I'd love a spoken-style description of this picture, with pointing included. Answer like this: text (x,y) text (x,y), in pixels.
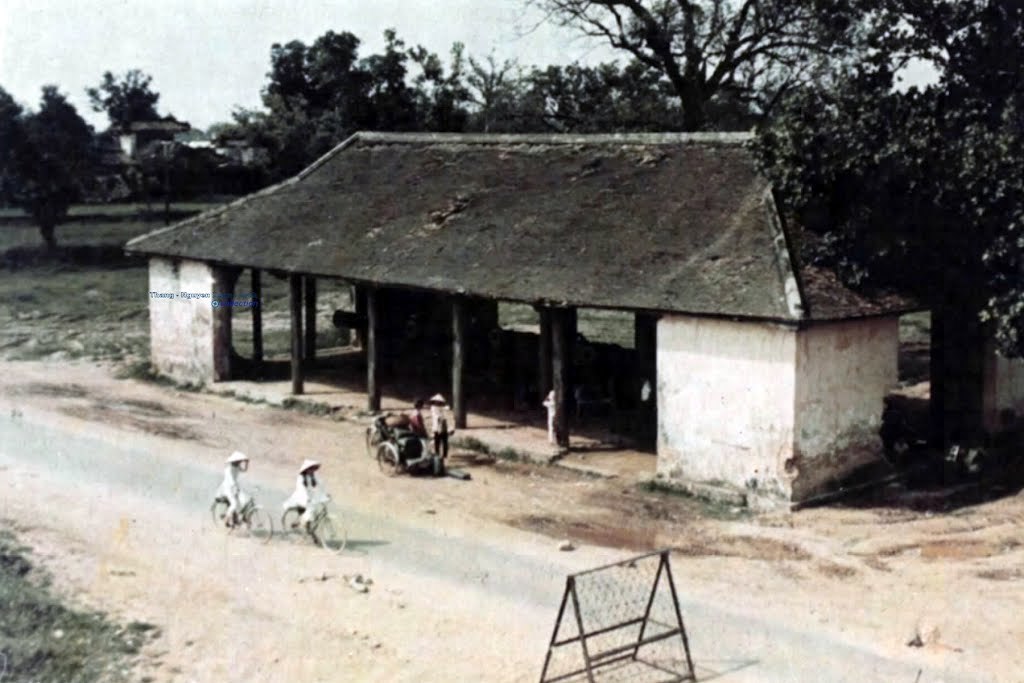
As we can see in the image there is a rooftop (685,229), wall (725,477), bicycles (248,497), grass (38,319), building (125,152) and trees (321,96). On the top (269,25) there is sky (270,15).
